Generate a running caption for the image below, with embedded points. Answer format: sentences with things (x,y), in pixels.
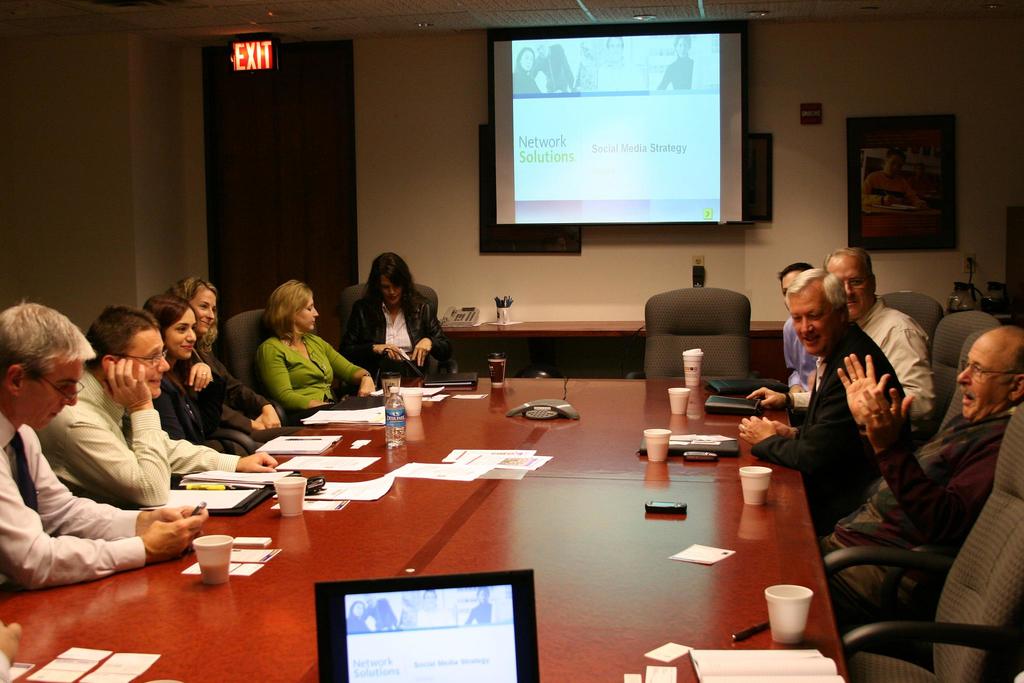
It is a conference room (684,596), there are lot of people (899,404) sitting around a table (790,537) and the first person (945,494) to the right side (891,493) who is sitting is speaking something there are cups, papers (389,480) and bottle (402,430) and a tab (451,616) on the table (534,479), straight to the table (701,589) there is a projector (578,50), below the projector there is a table (590,334) which has a cup (508,322) and a telephone (461,320), behind the table (484,329) there is a wall (828,189) and a photo poster (892,190) on the wall (404,177). To the left side of the wall (388,157) there is a door (264,93) and above it there is an exit board (267,42).
